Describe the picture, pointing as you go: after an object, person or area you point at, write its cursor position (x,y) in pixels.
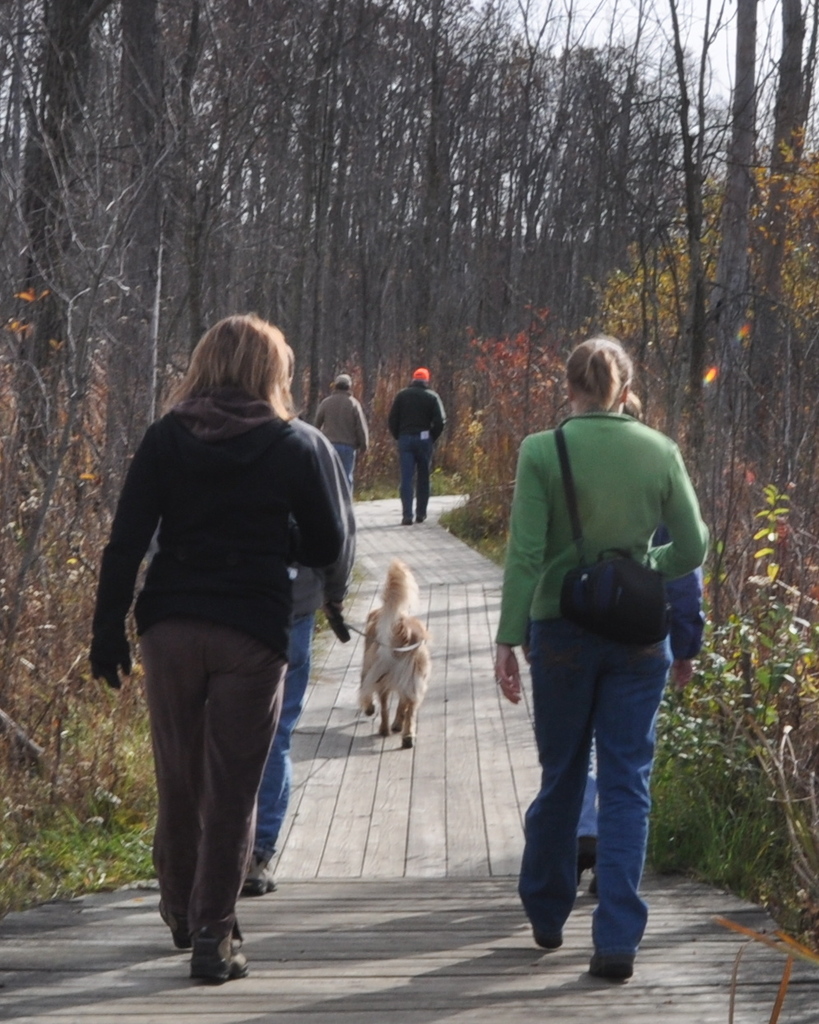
In this image I see the path (278,889) on which there are few people (347,551) and I see a dog (402,634) over here which is of white and cream in color and I see the plants (771,861) and trees (569,250) and I see the sky (716,11).
